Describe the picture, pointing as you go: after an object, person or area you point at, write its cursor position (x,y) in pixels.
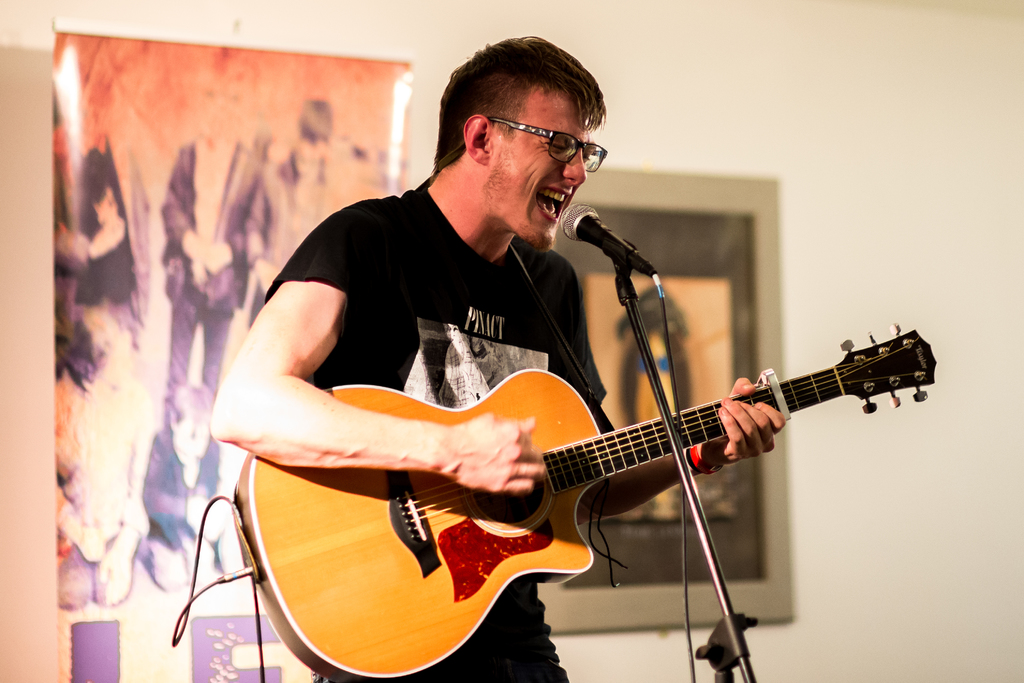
In this picture we can see man (494,68) holding guitar (569,404) in his hand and playing it and singing on mic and in background (321,147) we can see frames (761,299), posters (146,121) to wall (686,168).
